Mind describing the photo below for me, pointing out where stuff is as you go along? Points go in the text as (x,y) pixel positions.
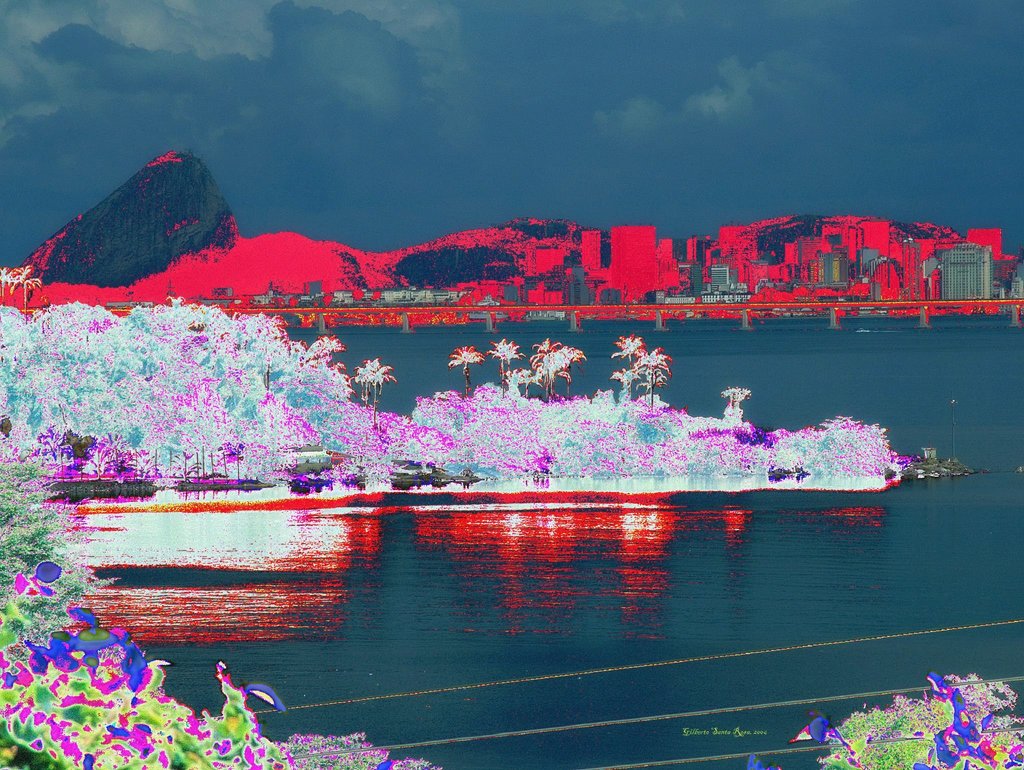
This is an edited image. In this image we can see trees (308,398), bridge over the river (737,565), plants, hills (390,274), buildings (738,262) and sky (738,129) with clouds (235,98).
